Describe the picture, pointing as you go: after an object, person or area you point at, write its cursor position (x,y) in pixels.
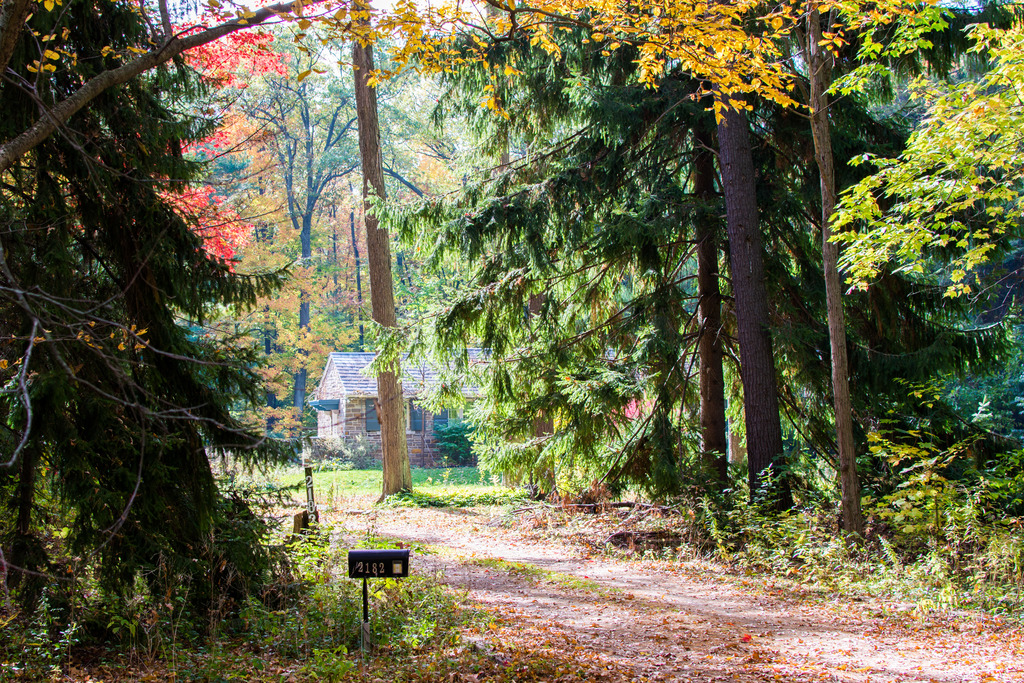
There is a road (521,551). On the sides of the road (521,551) there are trees (194,351). In the back (374,412) there is a building (407,393).
